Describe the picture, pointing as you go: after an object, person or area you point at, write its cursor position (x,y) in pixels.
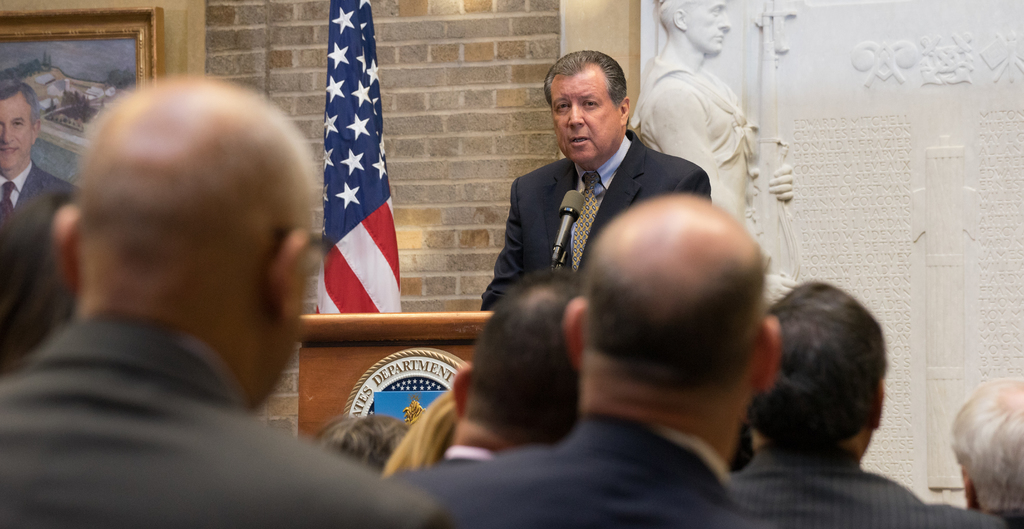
In this picture there is a person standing behind the podium (488,318) and there is a microphone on the podium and there is a flag (376,234) and there is a picture (57,84) of a person (18,103) on the frame (77,113) and there is a sculpture (692,16) on the wall (954,54). In the foreground (784,453) there are group of people (784,453).
